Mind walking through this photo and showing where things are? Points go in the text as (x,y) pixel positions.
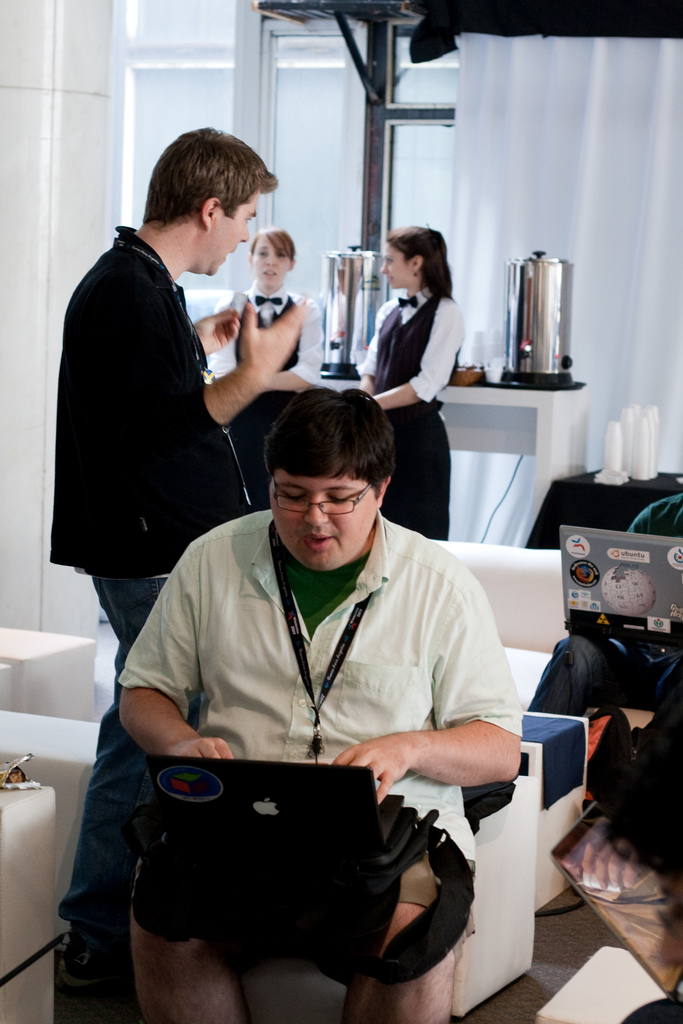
In this image we can see three persons (405,374) standing. One person (458,655) wearing spectacles (337,501), id card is operating a laptop (263,827). In the background (661,575), we can see a person (676,518) holding laptop (644,604), two containers (541,331) placed on the table (554,435) and group of glasses (637,478), windows (357,156) and curtains (538,157).
